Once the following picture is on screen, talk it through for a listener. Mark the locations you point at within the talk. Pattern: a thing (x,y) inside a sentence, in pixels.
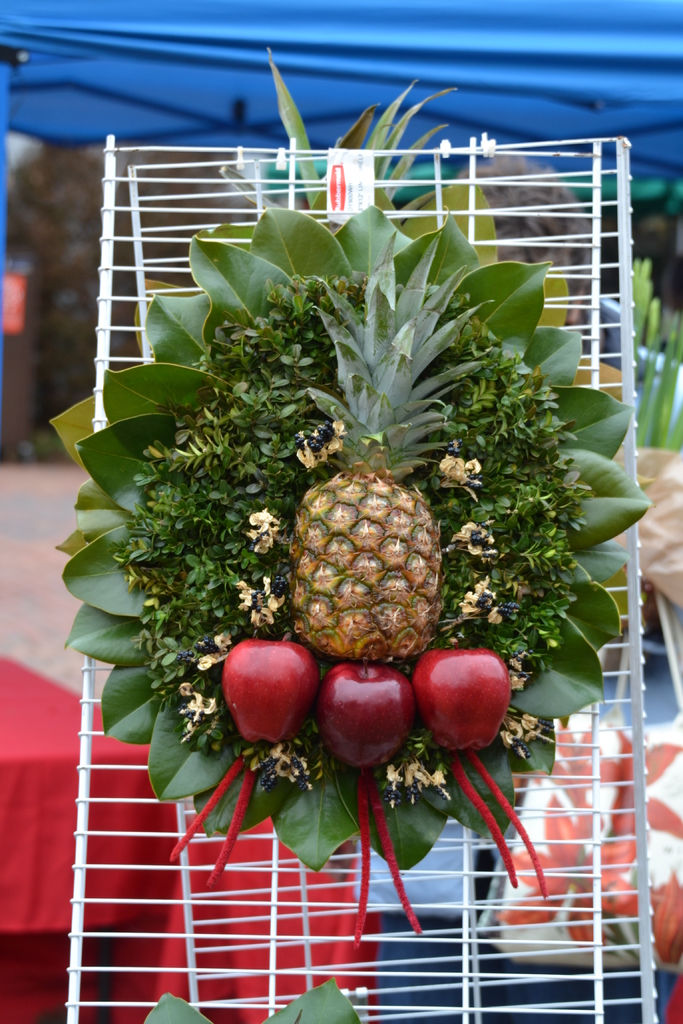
In the image we can see some fruits (388,367) and leaves (171,634) on a fencing (526,215). Behind the fencing (471,157) there is a tent (386,94) and a person (526,233) is standing.
